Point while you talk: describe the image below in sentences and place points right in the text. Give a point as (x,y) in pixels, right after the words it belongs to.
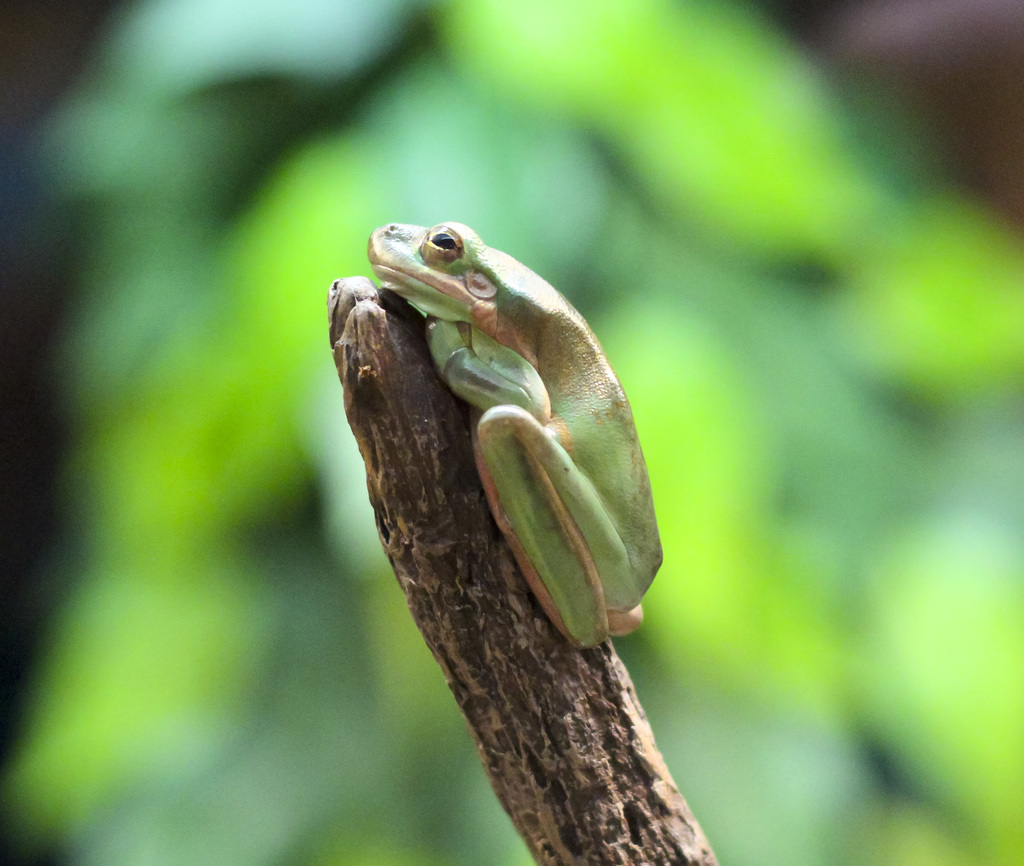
In this image I can see the frog (518,467) which is in green and brown color. It is on the wooden stick (531,766). I can see there is a blurred background (420,719).
